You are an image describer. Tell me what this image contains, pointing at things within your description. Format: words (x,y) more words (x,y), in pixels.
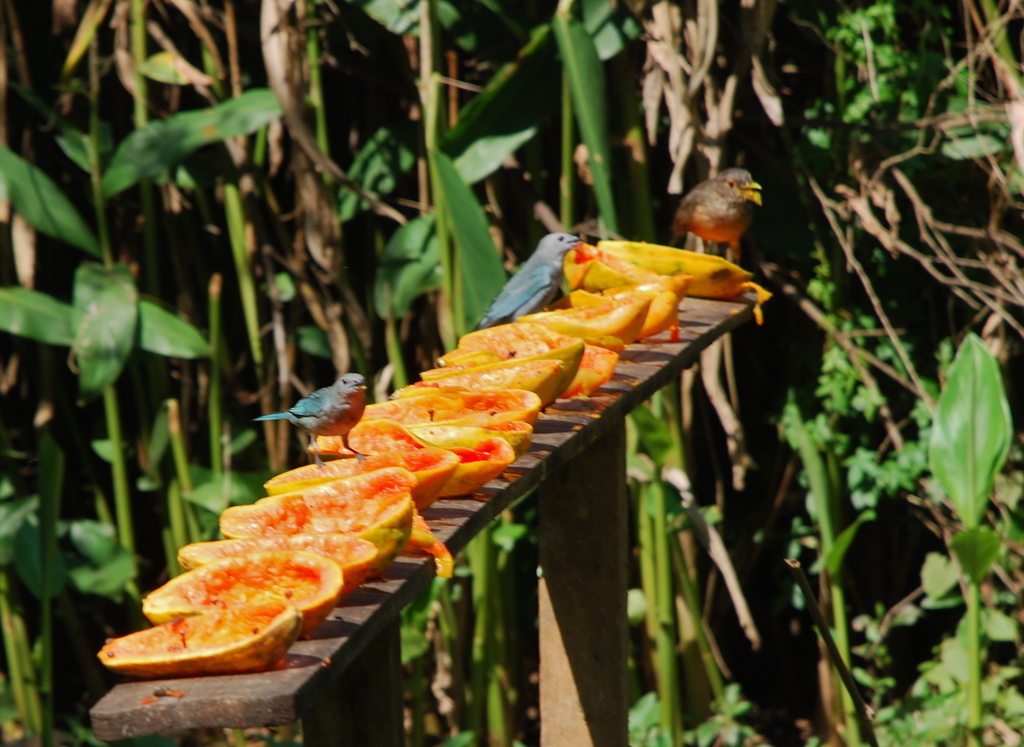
In the image there is a wooden stand (244,699) with fruit pieces (265,593) and birds (341,417) are standing on those pieces (525,342). In the background (784,110) there are plants (772,107) with leaves (527,105).
